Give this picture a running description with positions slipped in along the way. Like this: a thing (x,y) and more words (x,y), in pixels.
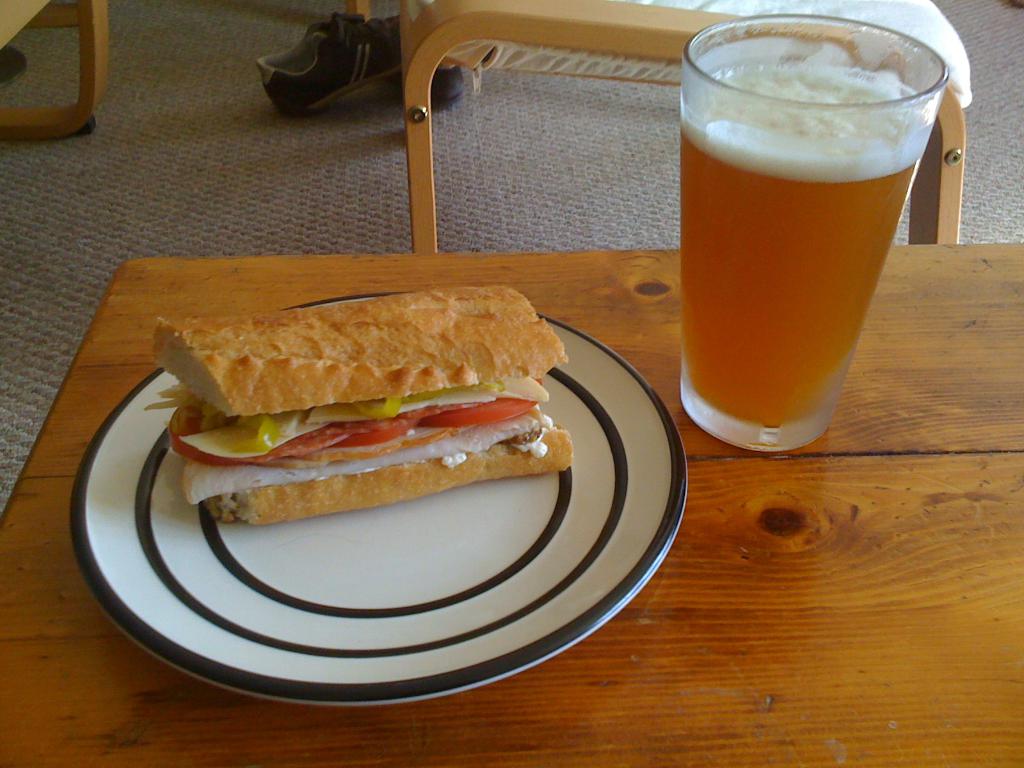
In this picture I can see a food item (298,398) on the plate (408,517) and a glass of beer (915,43) on the table (993,534), there is a chair (715,10) and pair of shoes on the carpet (366,187).
